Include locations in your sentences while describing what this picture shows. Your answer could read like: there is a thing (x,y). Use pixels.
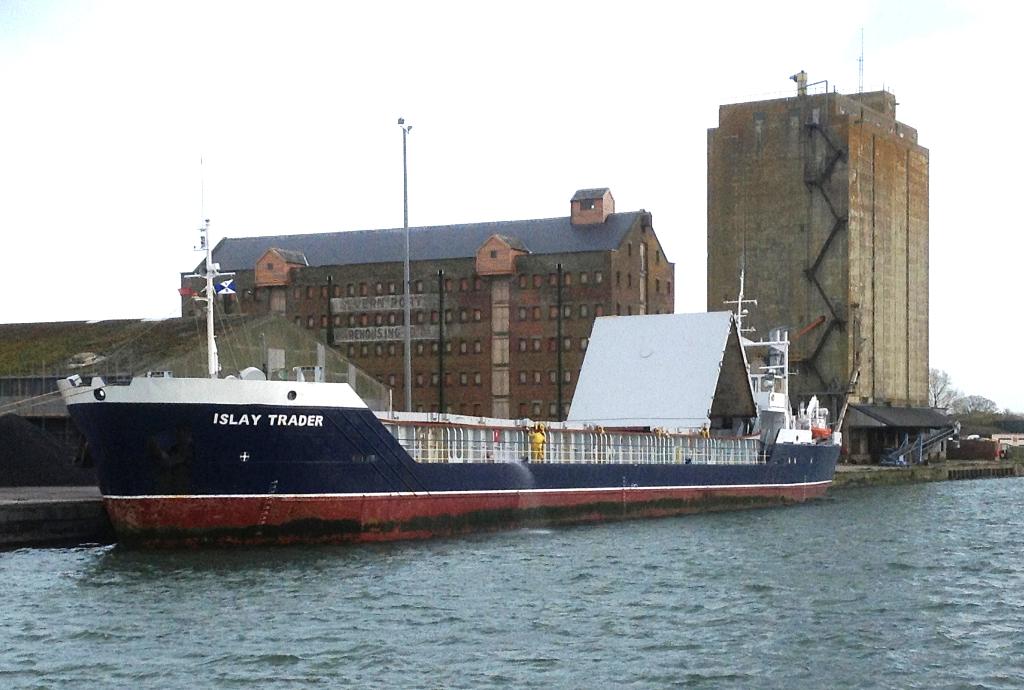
In this image I can see in the middle (440,419) there is a ship (177,504) in the water (594,583) and there are buildings (578,345), on the right side (982,409) there are trees (982,409). At the top (460,105) there is the sky (544,108).
